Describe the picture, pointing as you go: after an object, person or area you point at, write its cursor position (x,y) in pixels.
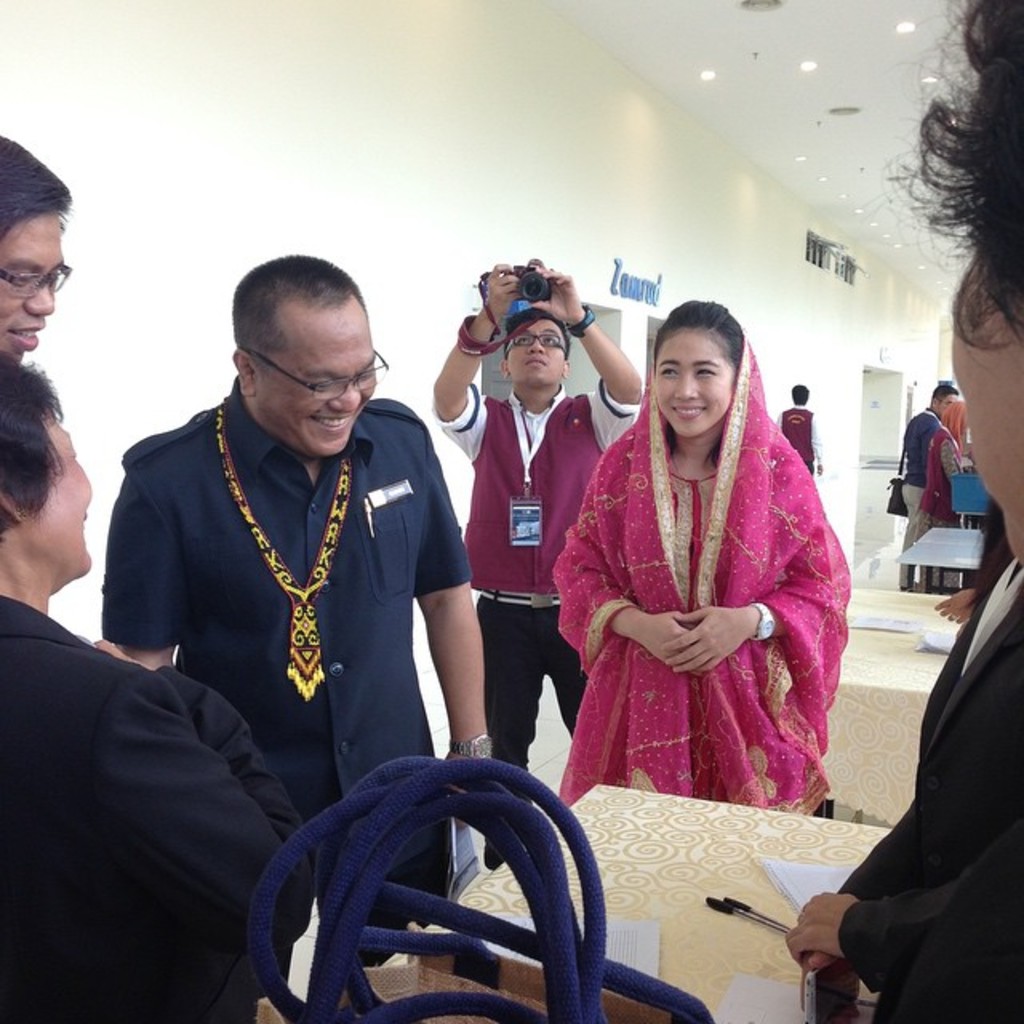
In this picture I can see a few people (497,514) with a smile standing on the surface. I can see a person (518,477) holding the camera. I can see light arrangements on the roof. I can see the table (748,857).
